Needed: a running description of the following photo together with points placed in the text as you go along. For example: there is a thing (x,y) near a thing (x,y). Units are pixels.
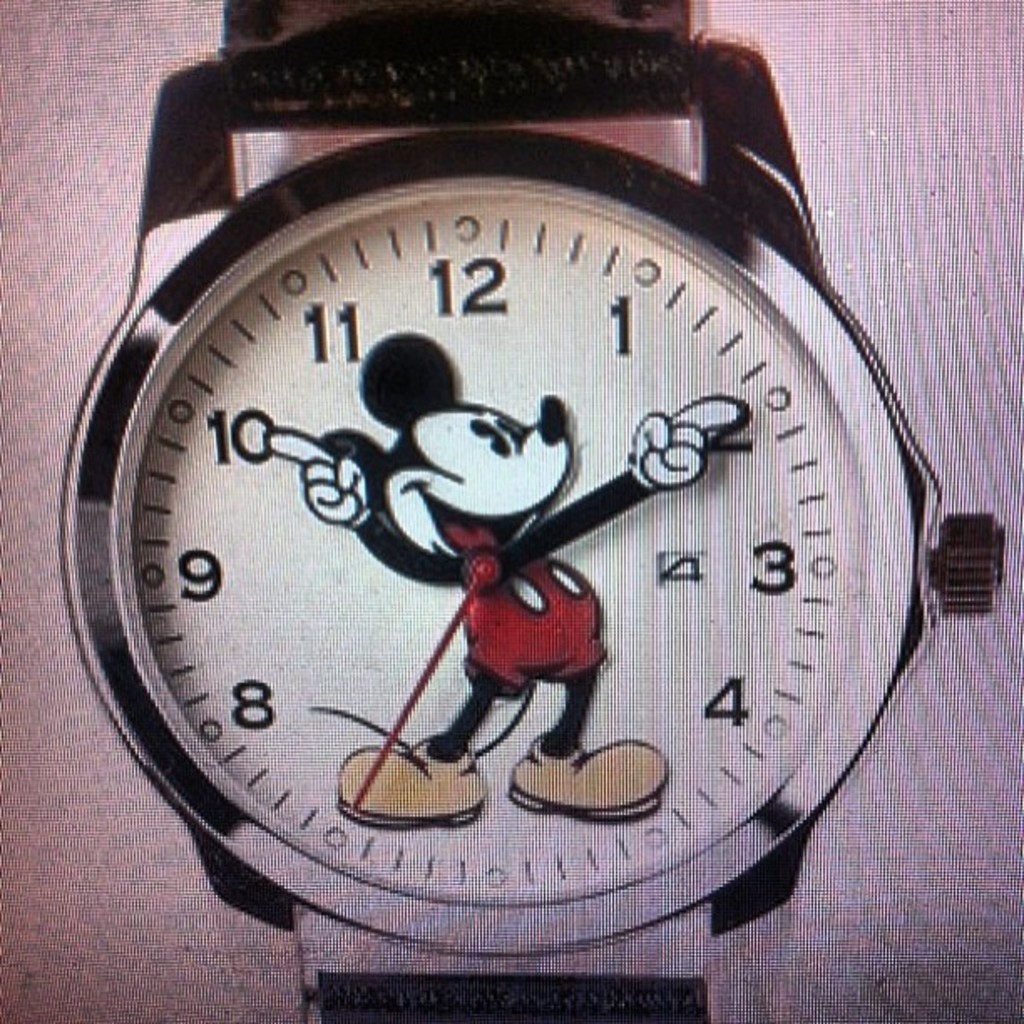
In this image I see a watch (337,413) and I see a cartoon character (504,541) over here and I see the numbers (273,706).
